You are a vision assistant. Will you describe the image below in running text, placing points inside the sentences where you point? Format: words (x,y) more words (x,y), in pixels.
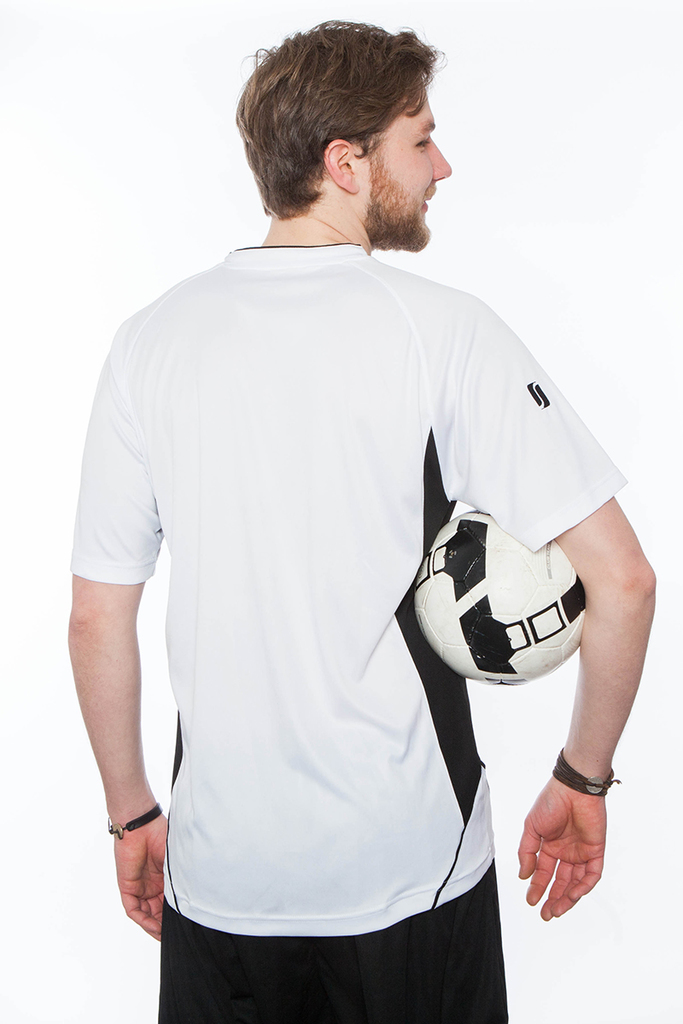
Here we see a man (76,541) turning back and holding ball (443,657) under his arm (615,513).
